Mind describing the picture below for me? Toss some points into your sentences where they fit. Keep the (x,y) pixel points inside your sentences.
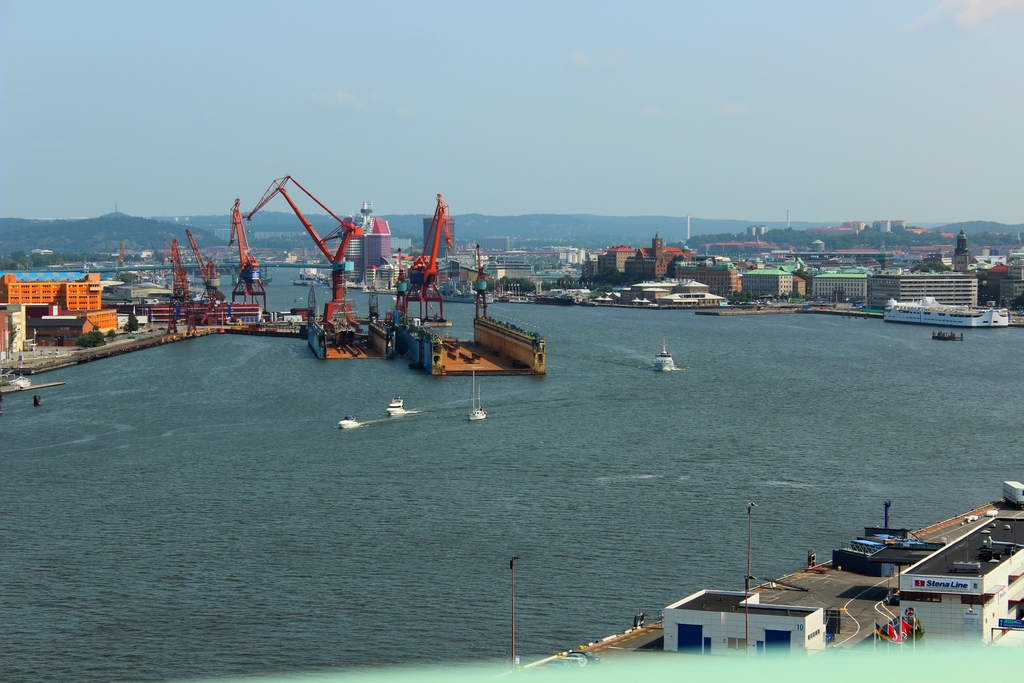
In this image I can see the water (407,413), few boats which are white in color on the surface of the water (682,372), few cranes (405,310) which are orange in color, and few buildings (65,287) which are orange, cream and white in color. In the background (669,288) I can see few buildings (639,287), few trees (597,277), few mountains (72,224) and the sky (314,109).
